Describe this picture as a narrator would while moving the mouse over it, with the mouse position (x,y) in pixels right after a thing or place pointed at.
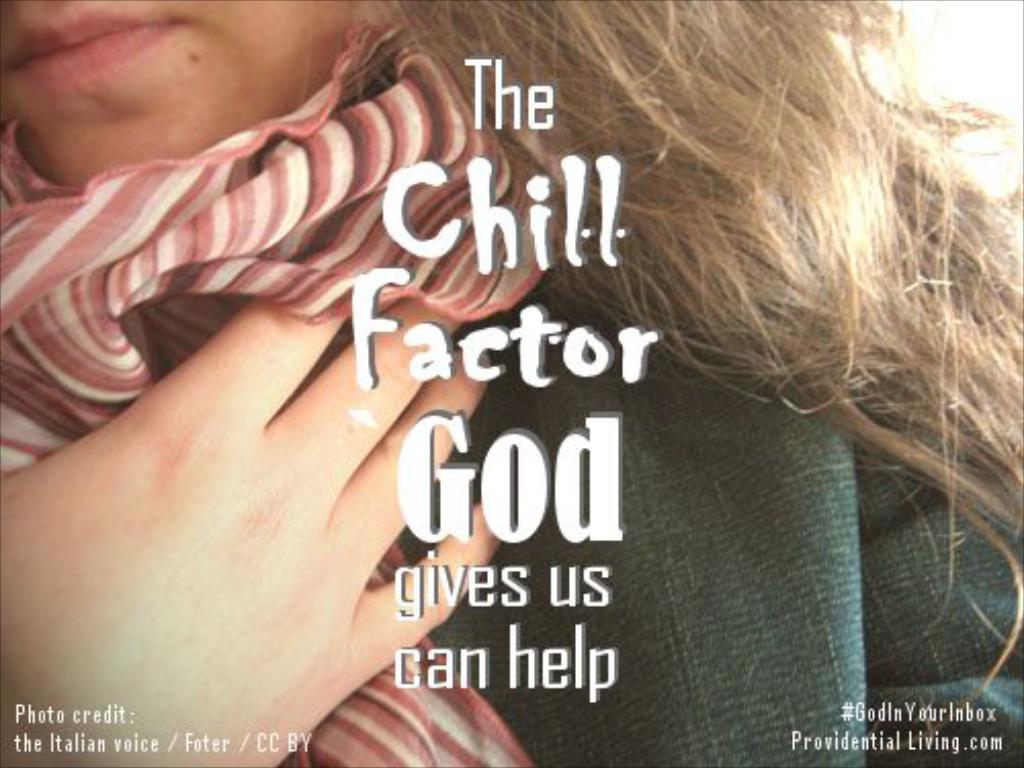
In the image we can see there is a woman (498,48) and she is wearing a scarf (232,224). There is matter (121,720) written on the poster (582,529).
